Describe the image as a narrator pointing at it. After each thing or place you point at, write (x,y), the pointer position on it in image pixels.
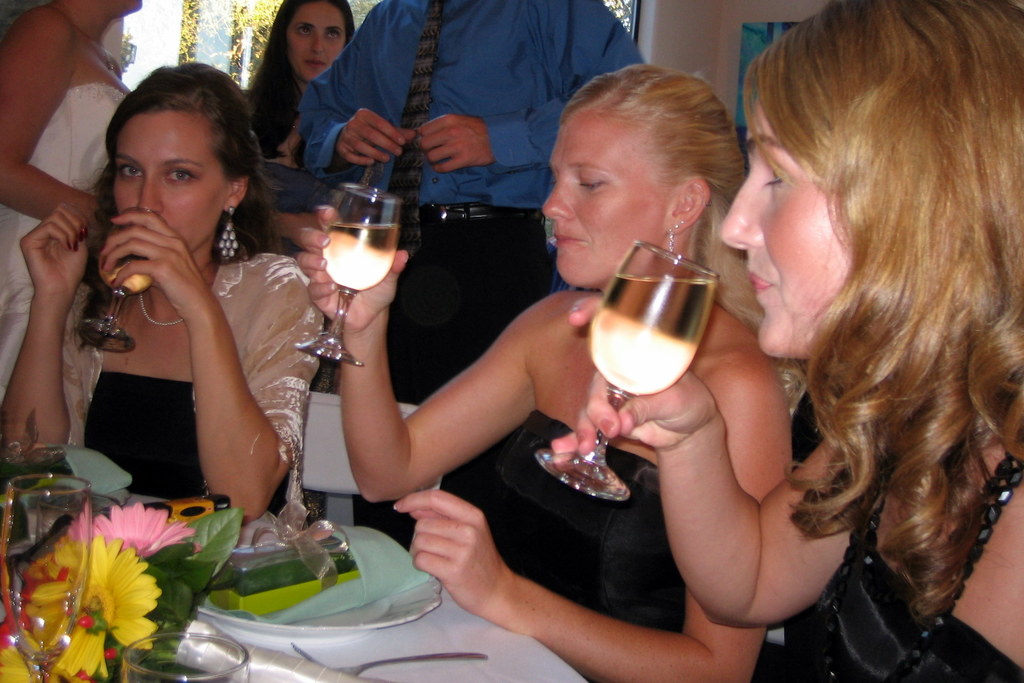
Here we can see three women (590,357) are sitting on the chairs (315,432). They are holding a glass (609,399) with their hands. This is table (432,675). On the table (318,647) there is a plate (229,625), glass (136,650), fork (338,666), and a flower vase (134,590). On the background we can see some persons (330,13).
